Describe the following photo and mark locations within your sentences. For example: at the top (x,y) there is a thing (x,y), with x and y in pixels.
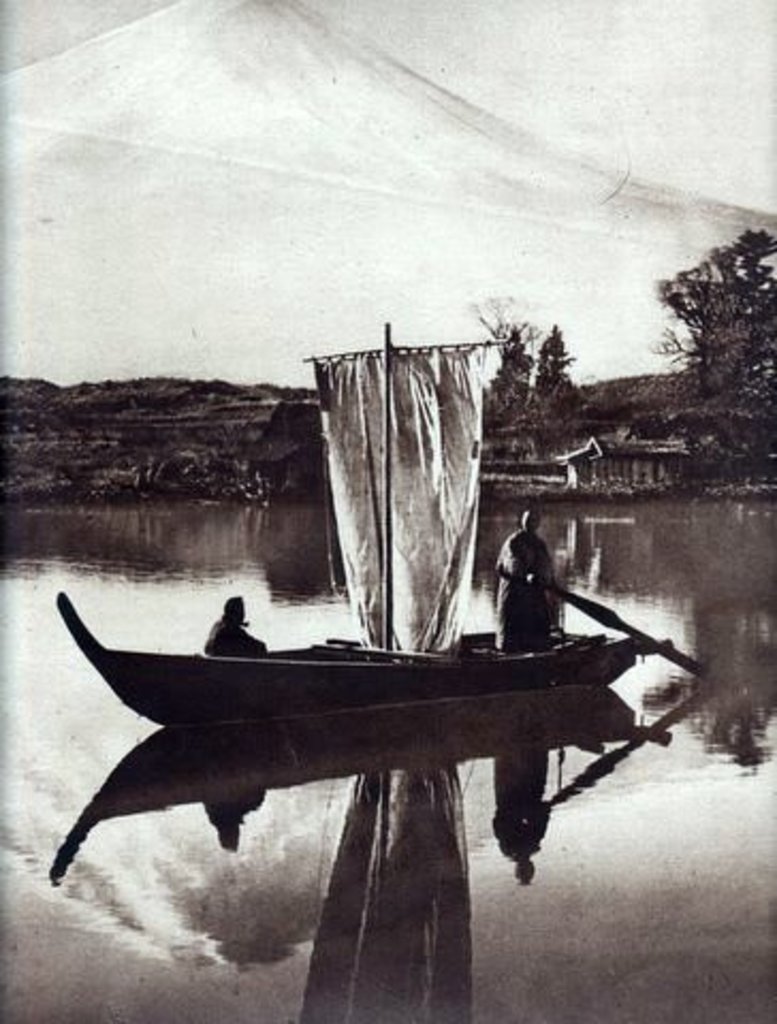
This is black and white image where we can see two people (530,629) are in boat (462,670) and the boat (146,699) is on the surface of water (605,786). We can see trees (518,395) in the background (296,422) and one mountain (324,94).
